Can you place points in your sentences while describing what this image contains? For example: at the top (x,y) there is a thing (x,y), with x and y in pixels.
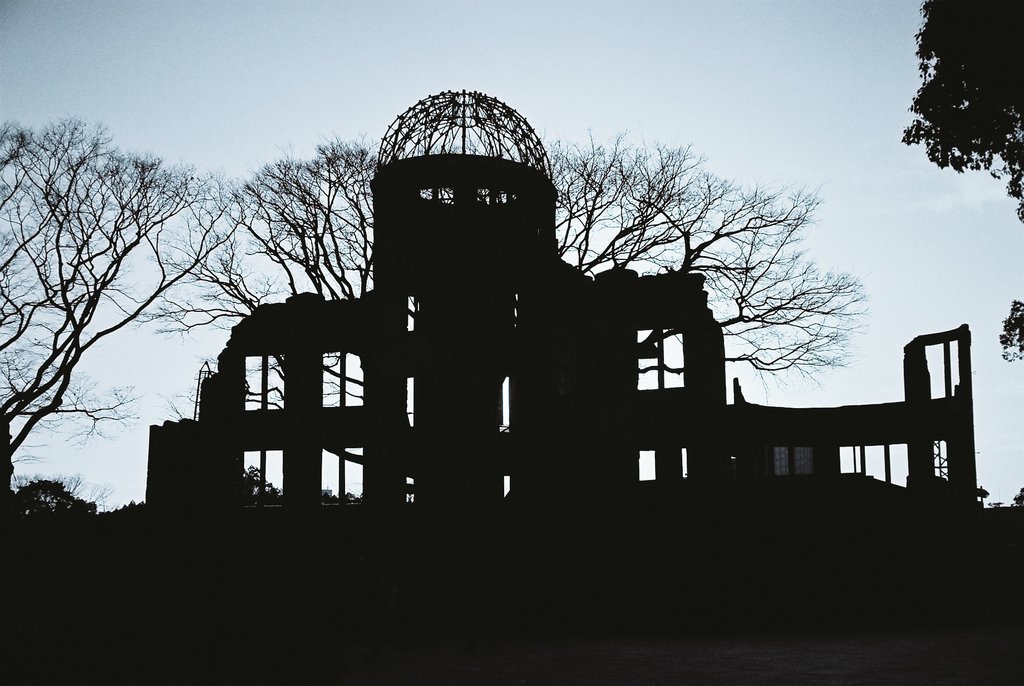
This is a black and white picture, in this image we can see a building (491,490), there are some trees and windows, in the background (563,66) we can see the sky (714,102).
